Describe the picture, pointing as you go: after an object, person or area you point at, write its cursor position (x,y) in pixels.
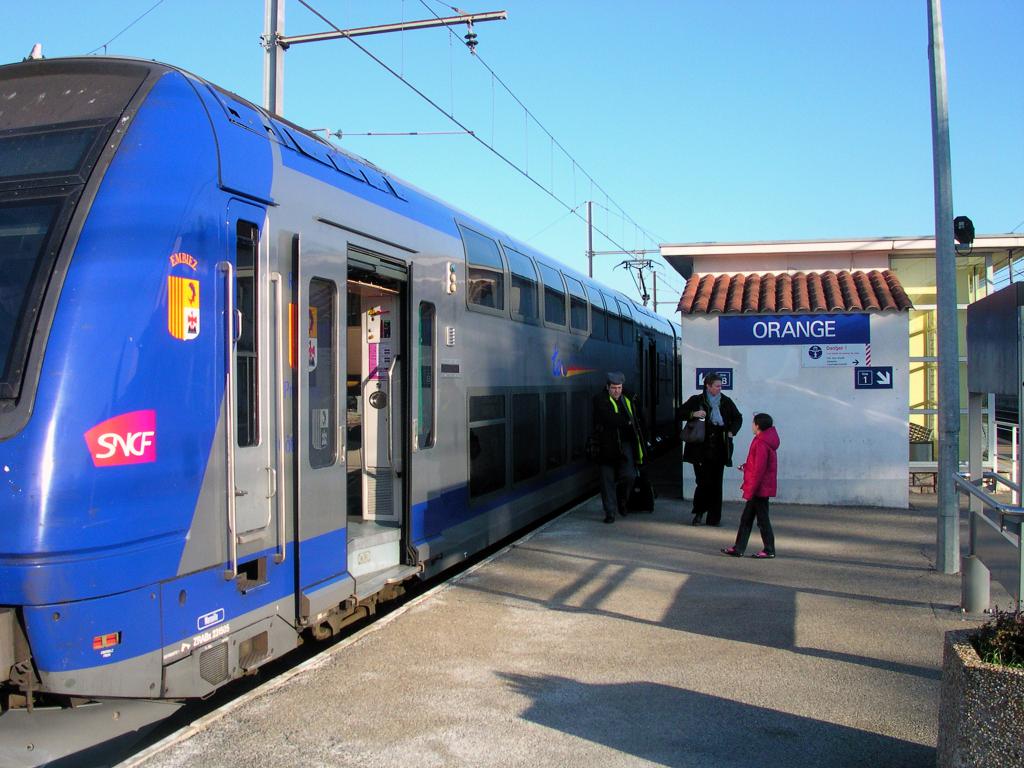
In this image in the middle (628,440) there is a man (619,449), he wears a jacket (622,422), trouser (608,483), cap (619,381), he is walking. On the right (769,449) there is a girl (760,459), she wears a jacket (758,472), trouser (755,505), she is walking. In the middle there is a person (718,454). On the left (236,454) there are cables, electric poles (273,103), train (456,396) and platform (495,575). On the right (738,283) there are poles (948,142), houses (879,404) and sky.
